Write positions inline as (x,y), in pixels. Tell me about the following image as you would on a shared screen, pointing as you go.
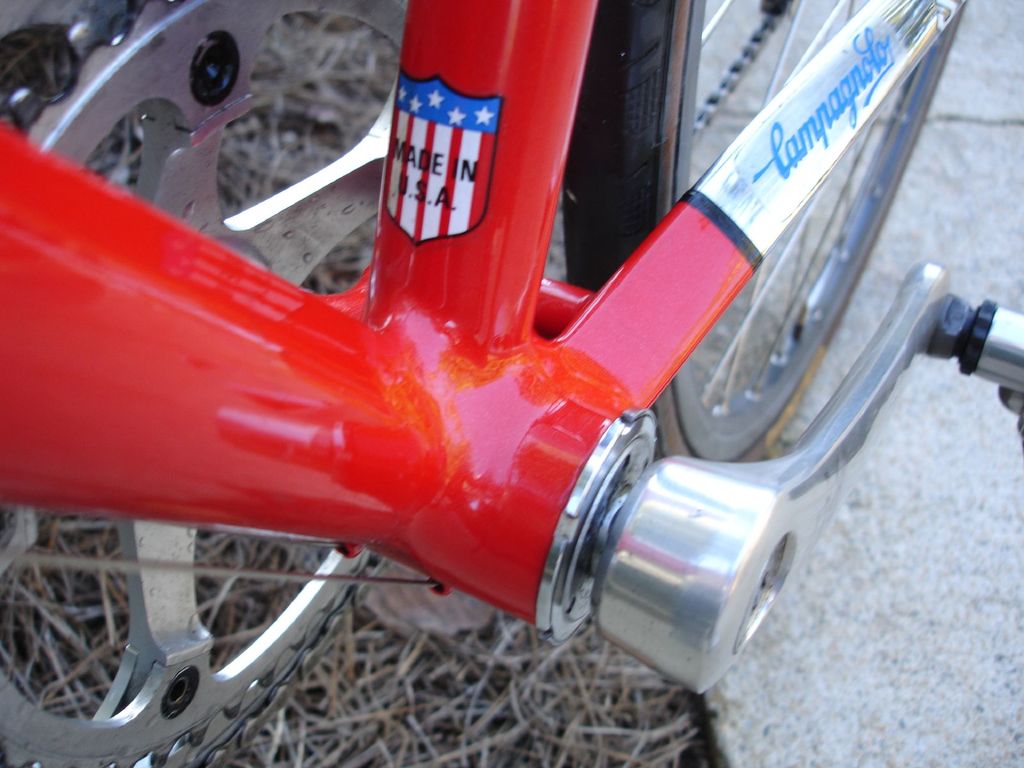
In the given image i can see a partial part of the bicycle (512,283).
